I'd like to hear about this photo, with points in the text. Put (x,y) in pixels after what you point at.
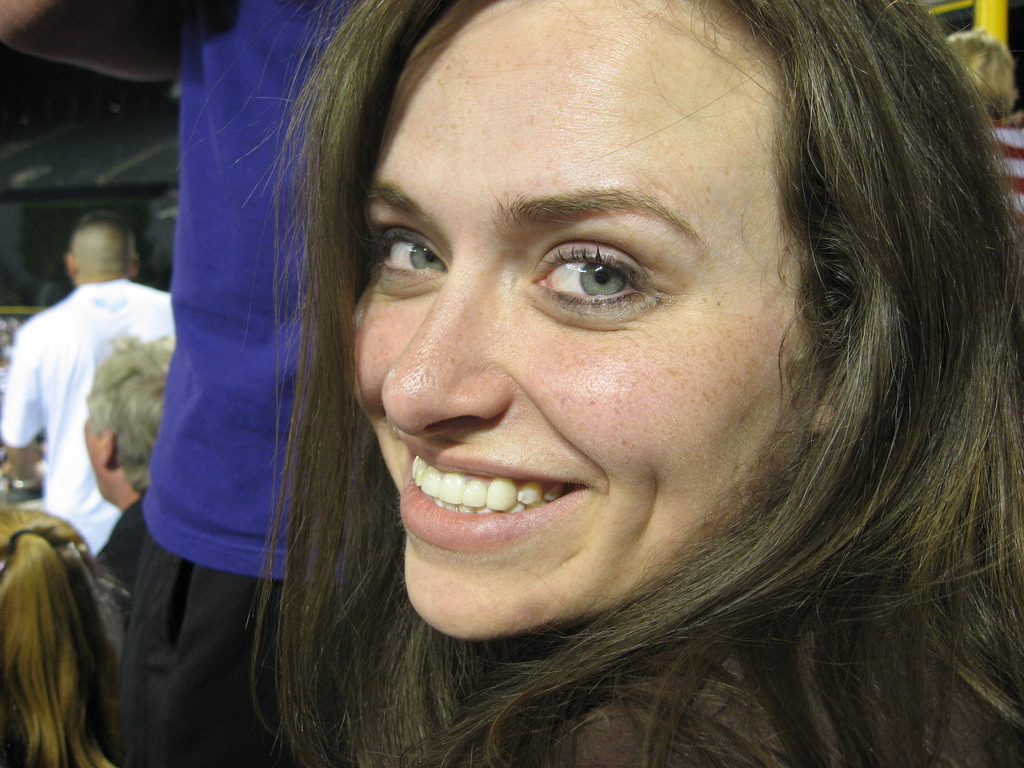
In this picture we can see a woman (892,252) smiling and in the background (198,143) we can see a group of people (108,289).
